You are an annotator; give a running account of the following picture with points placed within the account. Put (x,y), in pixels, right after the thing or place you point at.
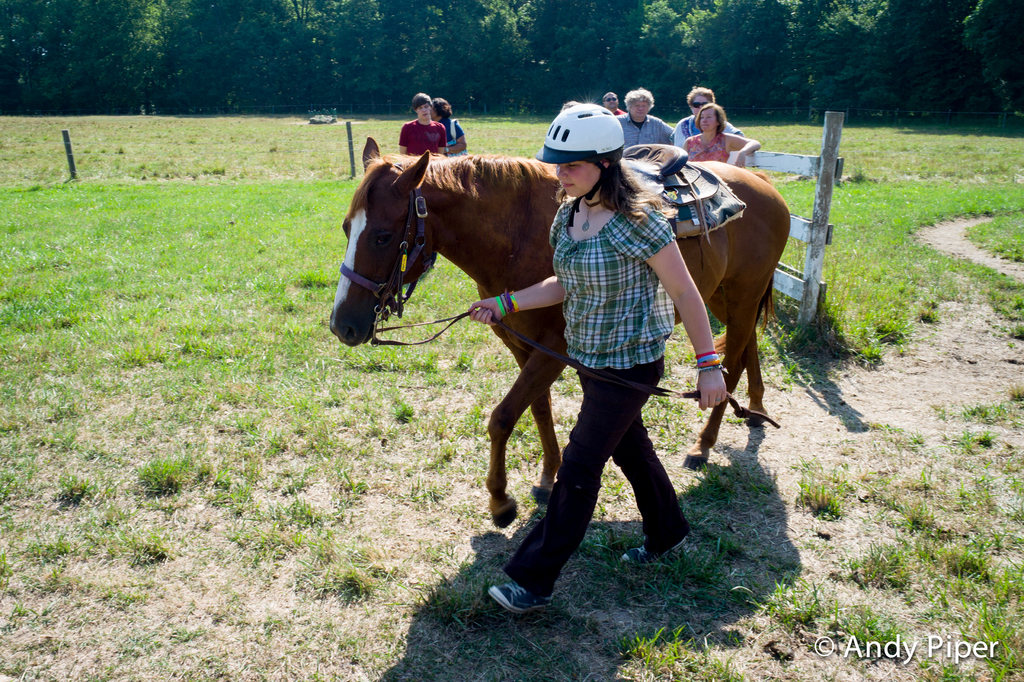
In the bottom right (949,648), there is a watermark (897,636). On the right side (960,565), there is a woman (627,196) wearing a white color helmet (567,125), holding a thread (487,317) which is connected to the head (428,160) of a horse (758,198) and walking on the ground (454,579), on which there is grass (689,488). In the background (737,133), there are persons (699,133), there is a fence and there are trees (271,29).
